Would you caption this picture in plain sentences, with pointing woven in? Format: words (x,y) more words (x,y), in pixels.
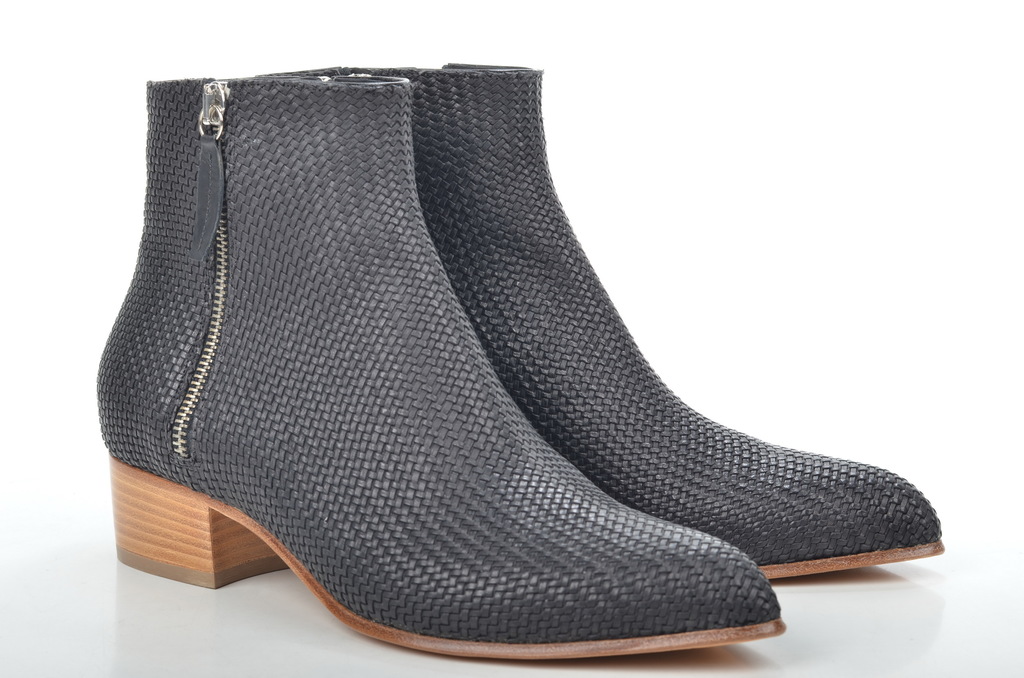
In this picture we can see boots (684,564) on the white surface (692,660). Remaining portion of the picture is in white color.
